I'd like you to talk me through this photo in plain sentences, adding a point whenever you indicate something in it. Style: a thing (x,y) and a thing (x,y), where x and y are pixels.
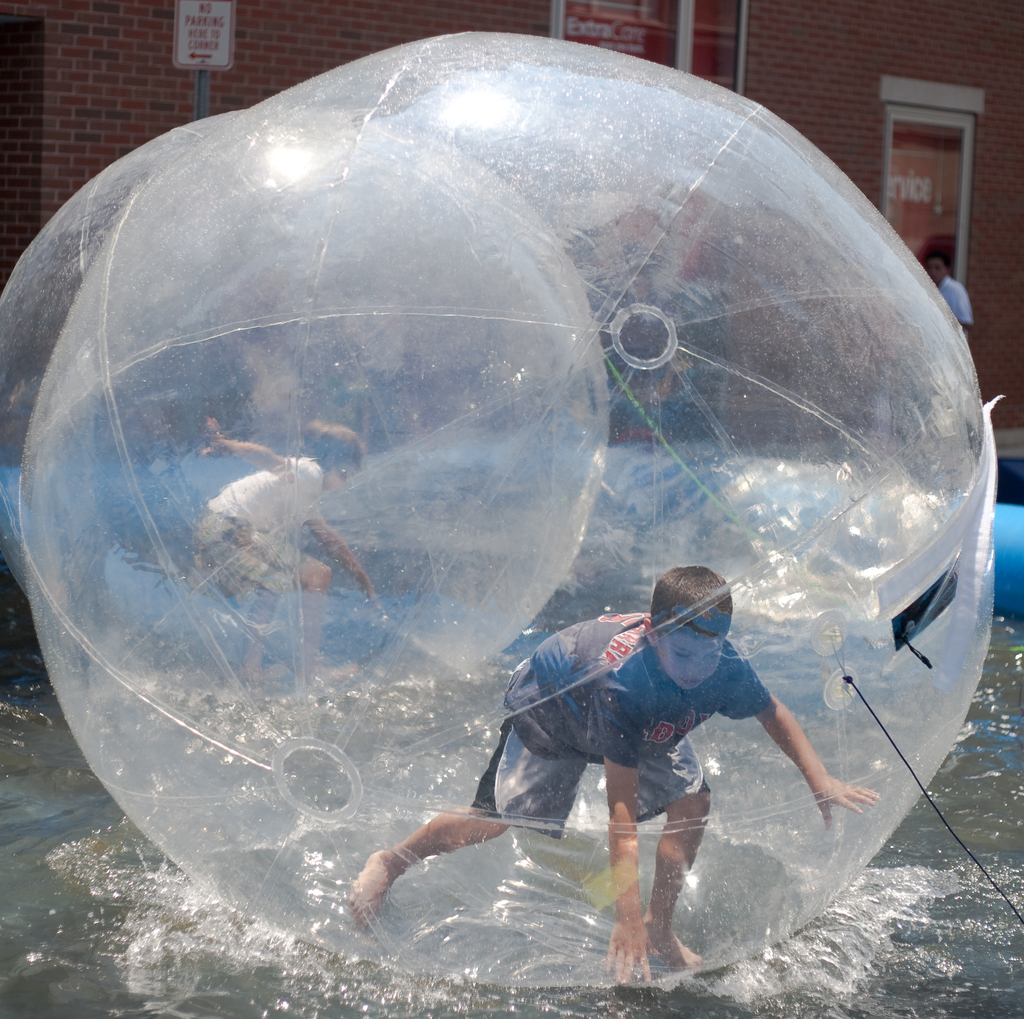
In this picture there are two persons (676,769) standing in the balloons (489,618). At the back (934,202) there is a person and there is a building (725,79) and there is a board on the pole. At the bottom (965,782) there is water (968,770).
